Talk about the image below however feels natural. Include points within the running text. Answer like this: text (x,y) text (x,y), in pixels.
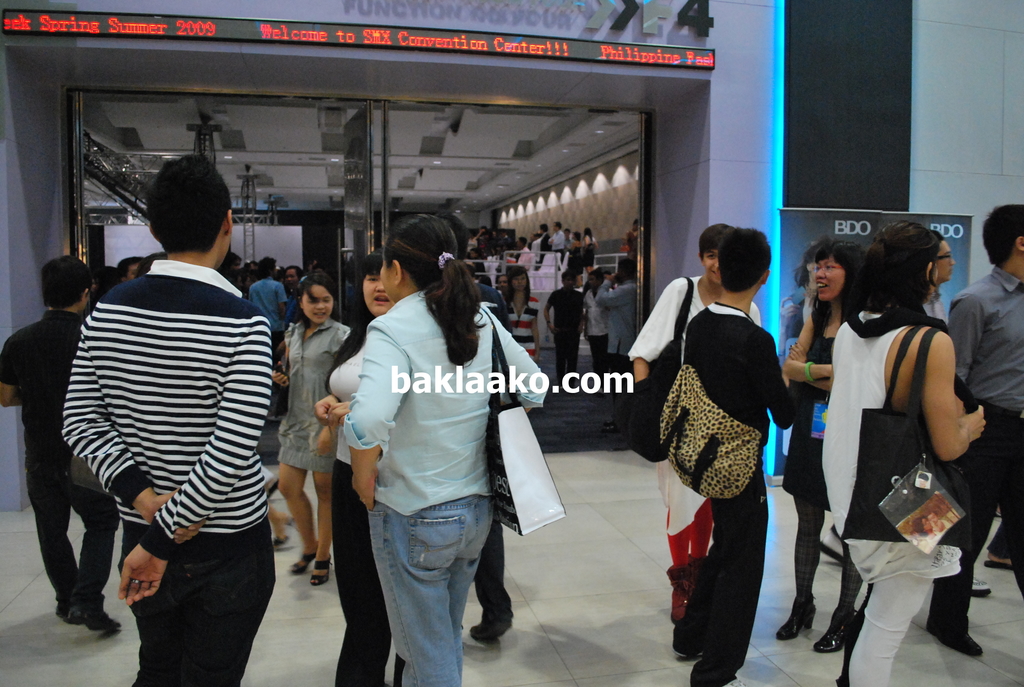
In this image I can see group of people (714,504) standing on the floor (614,536) and I can see a glass door (463,188), through door (547,208) I can see crowd of people (573,235) and lights (564,187) and the wall (586,190).
